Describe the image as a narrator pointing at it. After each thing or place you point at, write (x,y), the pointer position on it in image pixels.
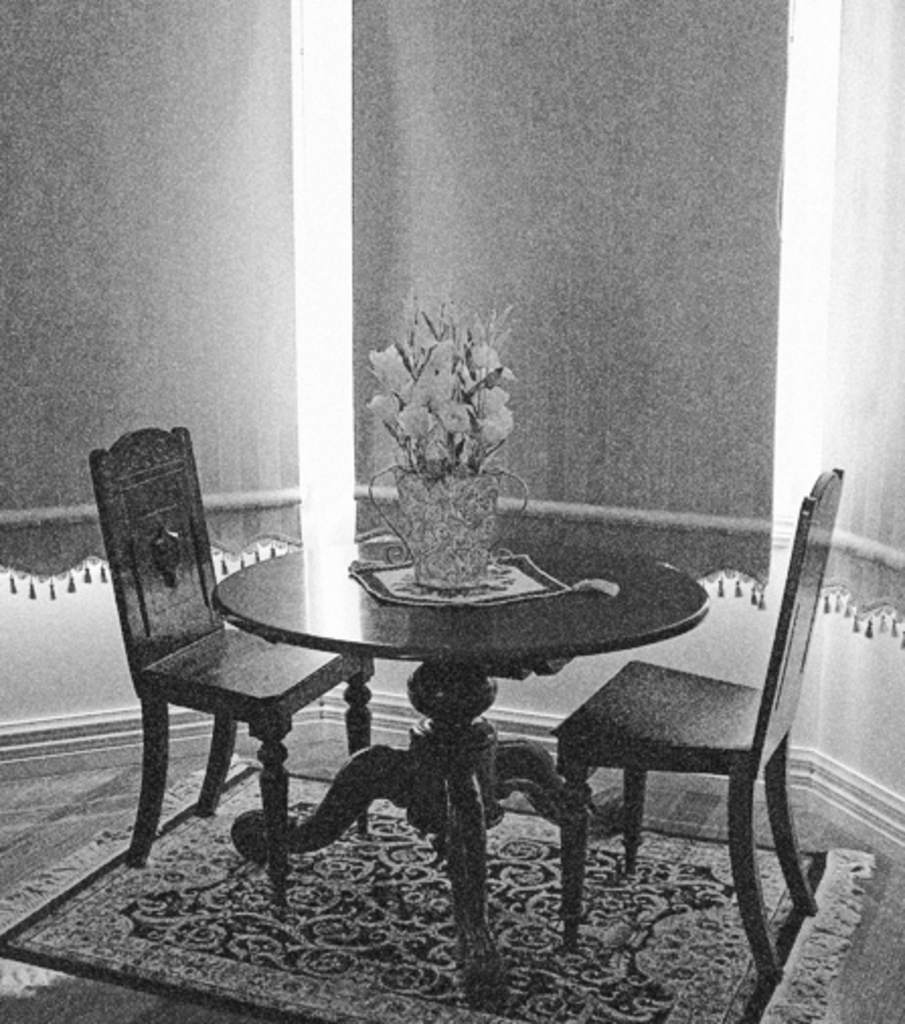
This image is a black and white image. This image is taken indoors. In the background (826,263) there is a wall (322,297) and there are a few curtains (583,214). At the bottom of the image (59,980) there is a floor (76,983) and there is a mat (108,896). In the middle of the image (362,672) there are two empty chairs (187,622) and there is a table (387,654) with a flower vase (436,554) on it.
